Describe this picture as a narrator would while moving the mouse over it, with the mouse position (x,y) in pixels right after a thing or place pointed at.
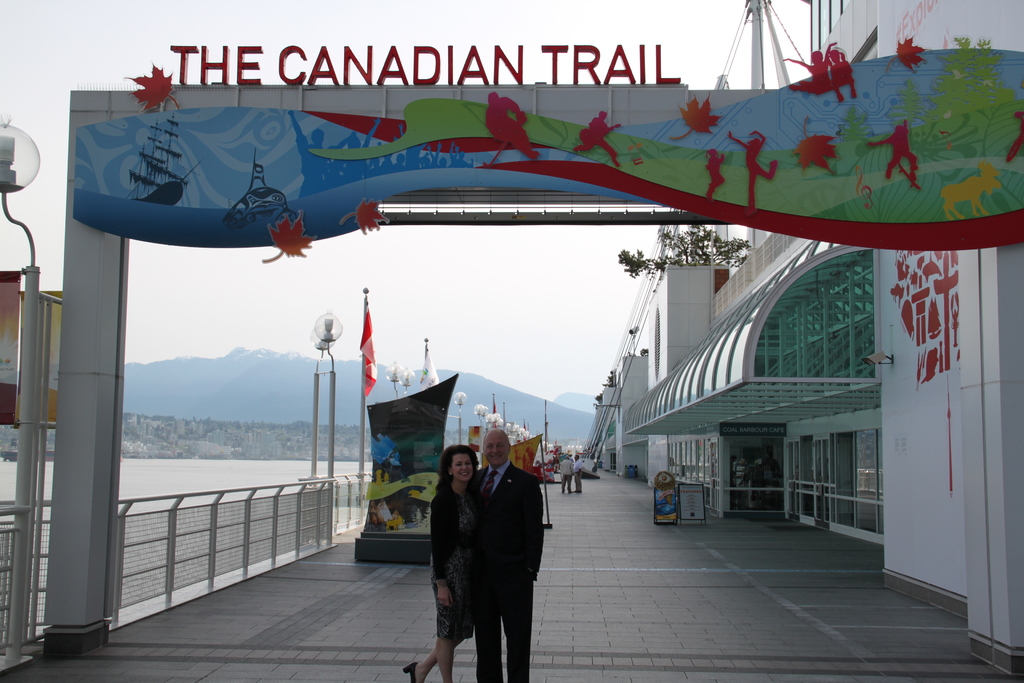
This image is taken outdoors. At the bottom of the image (282,638) there is a floor (675,606). In the middle of the image (497,451) a woman (449,546) and a man (487,608) are standing on the floor (462,659). Two men (563,477) are standing on the floor (572,489) and there are many poles (334,421) with lights (401,369). There are a few flags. There is a railing (248,498). There is an arch (411,157) with a few images (982,189) and text (557,75) on it. On the right side of the image (754,384) there is a building (795,435). There is a plant (651,267) in the pot (719,277). In the background (285,376) there are few hills (328,375). There are many trees (256,430) and plants (161,445) on the ground (147,443). There is a river (219,473) with water (140,472). At the top of the image (155,17) there is the sky (638,12).
